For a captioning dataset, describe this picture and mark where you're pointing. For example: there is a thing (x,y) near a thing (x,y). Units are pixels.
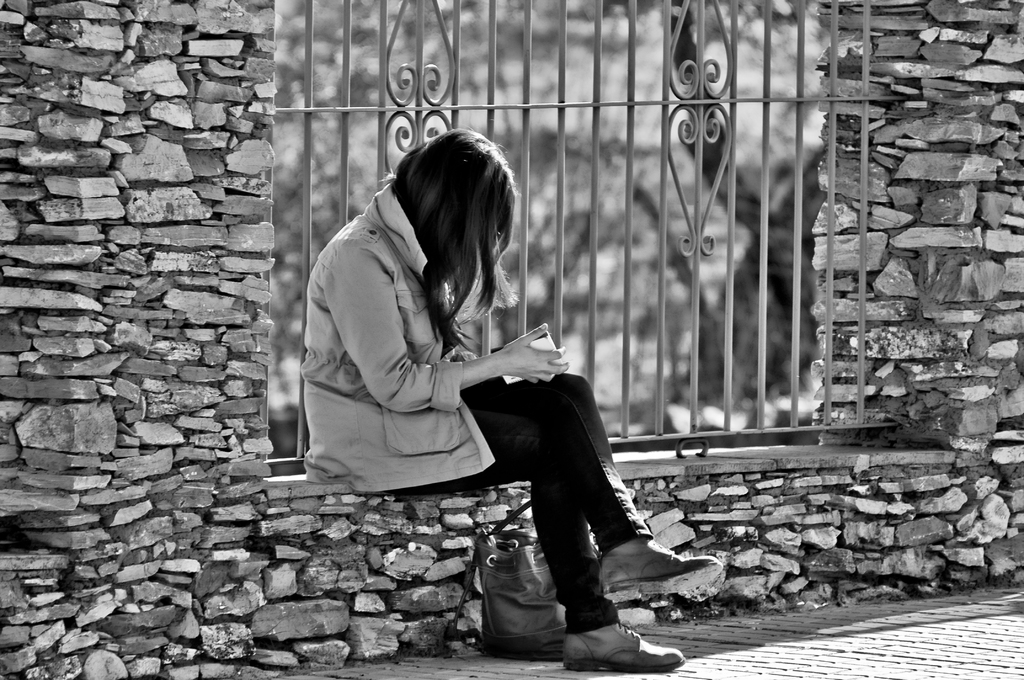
This is a black and white image. In this image there is a lady (356,400) sitting near to a iron railing (564,145). There is brick wall (822,466). On the ground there is a bag (521,588). And she is holding something in the hand (514,361).
